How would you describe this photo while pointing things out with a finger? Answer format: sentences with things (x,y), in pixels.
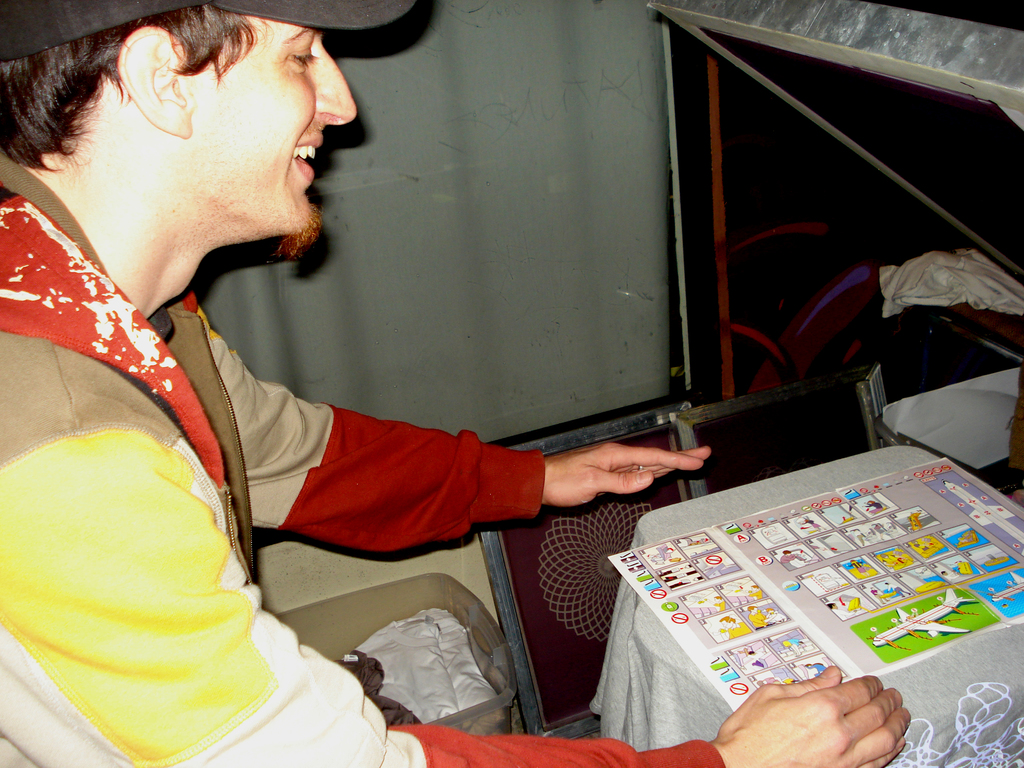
In this image there is a person (329,461). In front of him there is a table (962,674). On top of it there is a paper (854,624). Beside the table (691,529) there are a few objects (734,456). In the background of the image (527,243) there is a wall (477,272).
